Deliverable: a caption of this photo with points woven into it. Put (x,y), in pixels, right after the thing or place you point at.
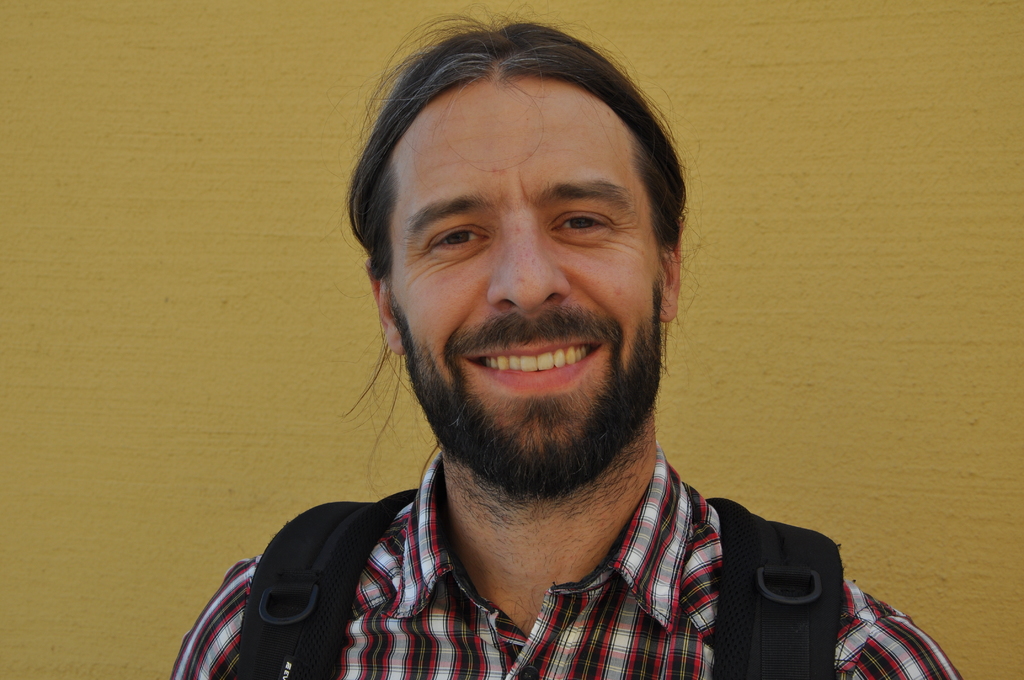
As we can see in the image there is a man (578,534) wearing bag (720,674) and yellow color wall (849,305).
